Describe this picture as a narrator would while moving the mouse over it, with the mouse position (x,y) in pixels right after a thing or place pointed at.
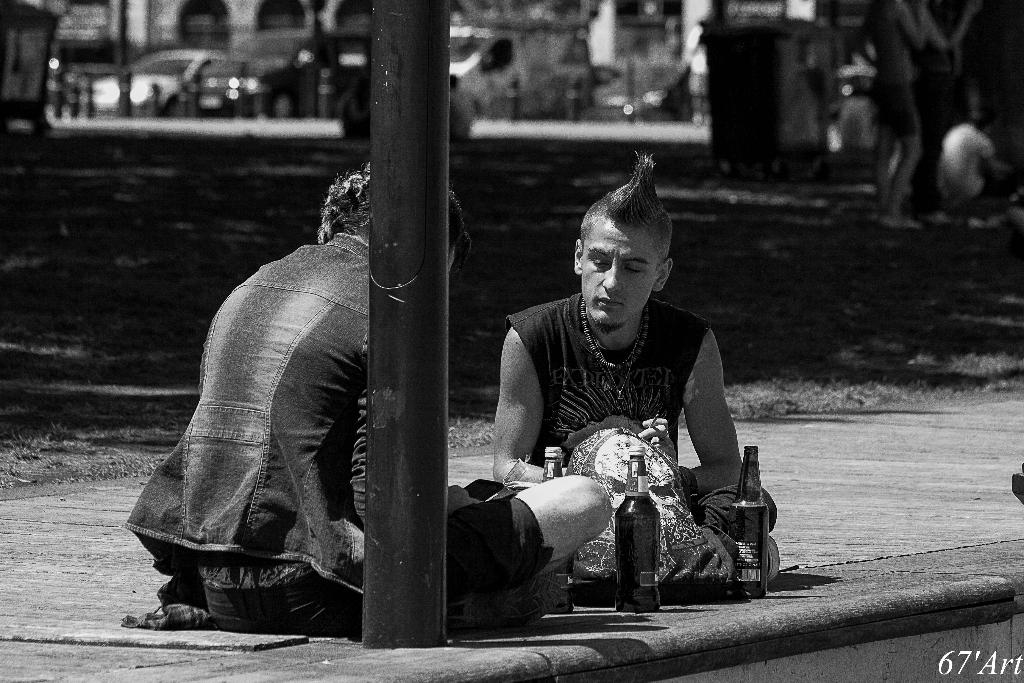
This is a black and white pic. We can see two persons (470,609) are sitting on a platform (681,647) at the pole (429,596) and there are bottles (623,509) on the platform (732,640). In the background (242,109) the image is not clear but we can see vehicles (244,98), objects (124,93), few persons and grass (252,145) on the ground (466,178).
